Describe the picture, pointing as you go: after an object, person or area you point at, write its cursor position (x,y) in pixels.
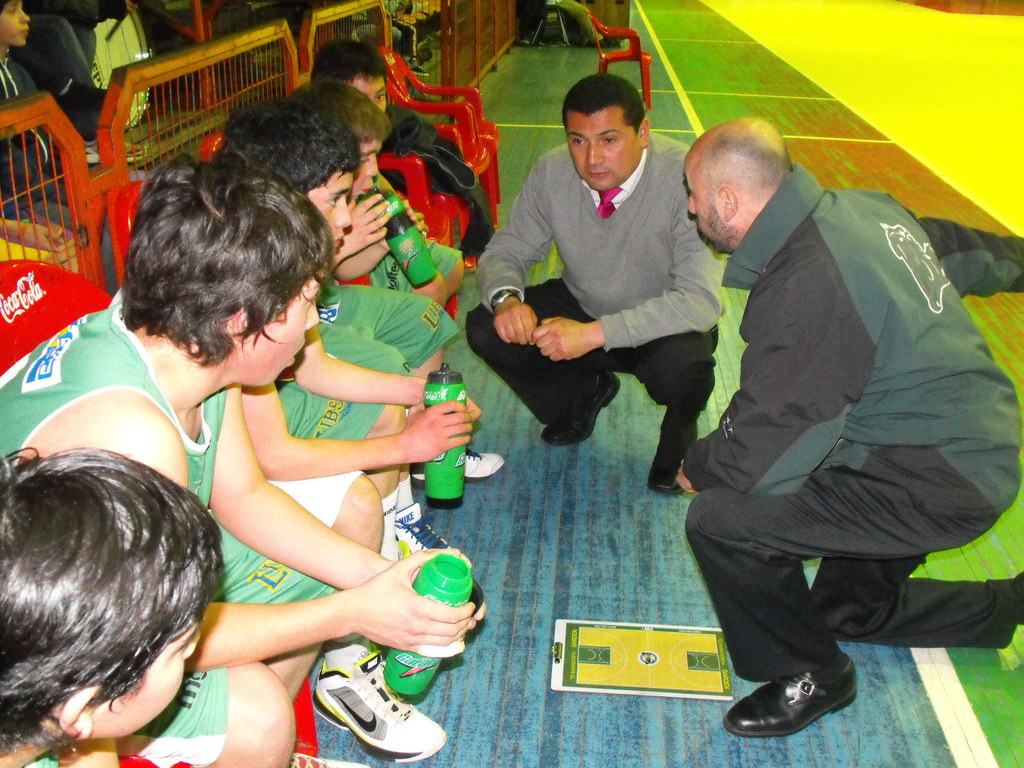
There are some boys (178,492). They are listening keenly to a man (486,255) in squat position. They are looking like a team player (390,370). They are sitting on red colored chairs (446,137). There is barricade (76,215) behind them. There are few audience (65,64) behind the barricade (284,20).
